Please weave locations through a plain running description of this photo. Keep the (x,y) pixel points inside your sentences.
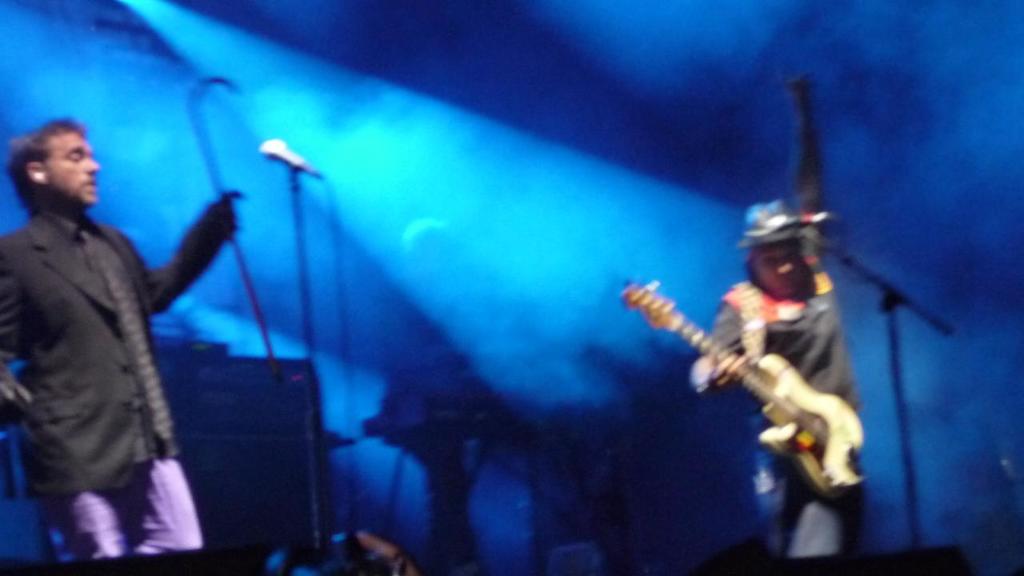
This picture shows a man (802,333) standing and holding a guitar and a man (125,388) standing and holding a stick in his hand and we see two microphones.
